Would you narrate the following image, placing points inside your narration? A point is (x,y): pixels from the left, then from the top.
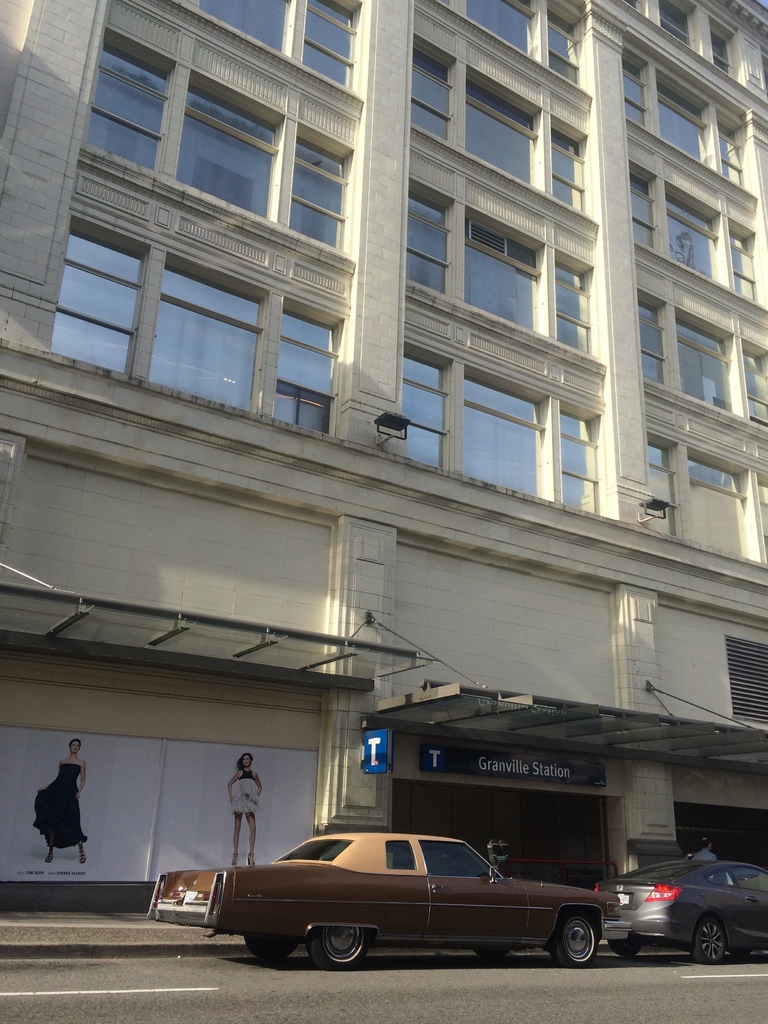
In the center of the image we can see two vehicles (657,920) on the road (438,977). In the background (409,445) there is a building (375,172), wall (613,132), glass (485,295), banners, sign boards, one person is standing and a few other objects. On the banners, we can see two persons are standing and they are in different costumes (78,824).
